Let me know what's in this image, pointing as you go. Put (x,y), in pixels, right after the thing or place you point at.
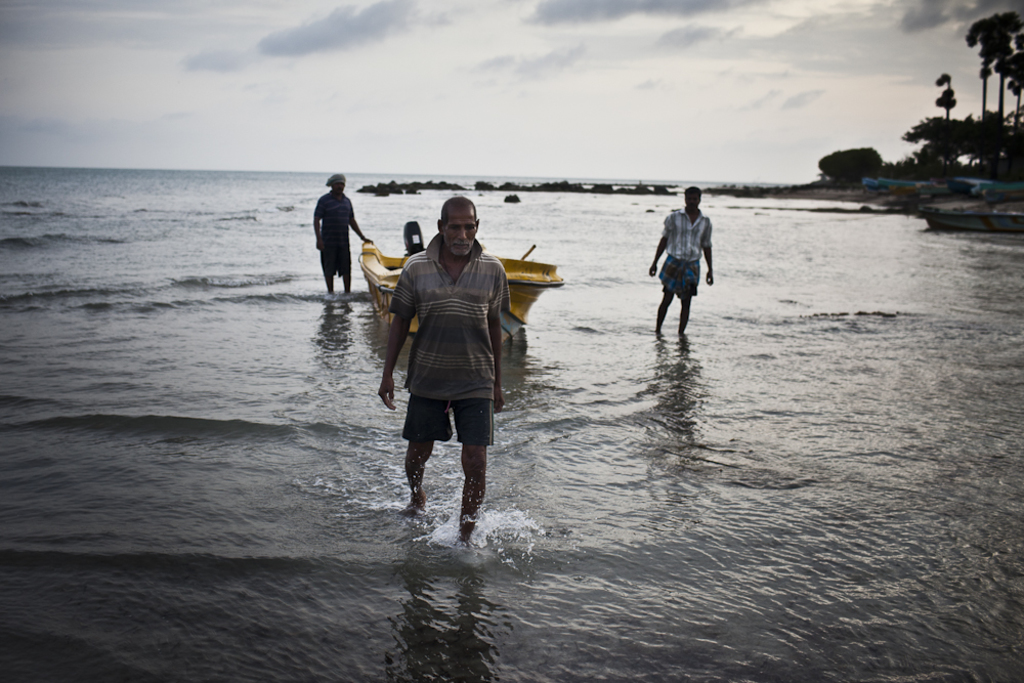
In this image I can see three persons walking in the water (637,317). Background (386,264) I can see the boat (418,235) in yellow color, few stones (417,189), trees (952,126) and the sky (807,107) is in white color.
